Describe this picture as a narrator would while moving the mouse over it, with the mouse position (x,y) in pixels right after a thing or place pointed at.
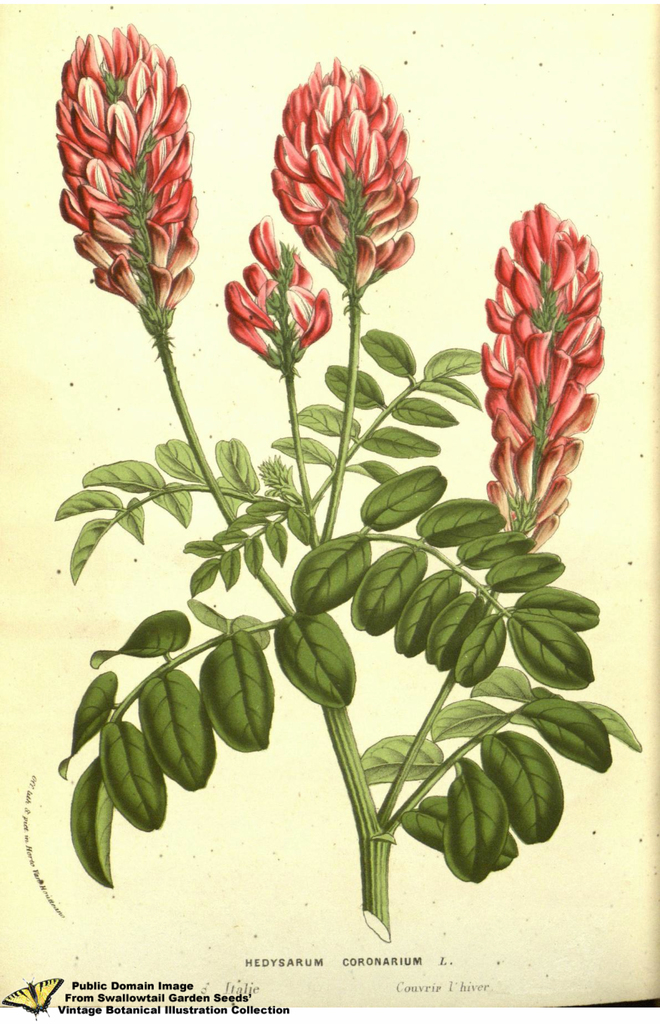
In this image I can see a painting (485,188) of a flowering plant (359,628) and a text (253,990). This image looks like a painting.
